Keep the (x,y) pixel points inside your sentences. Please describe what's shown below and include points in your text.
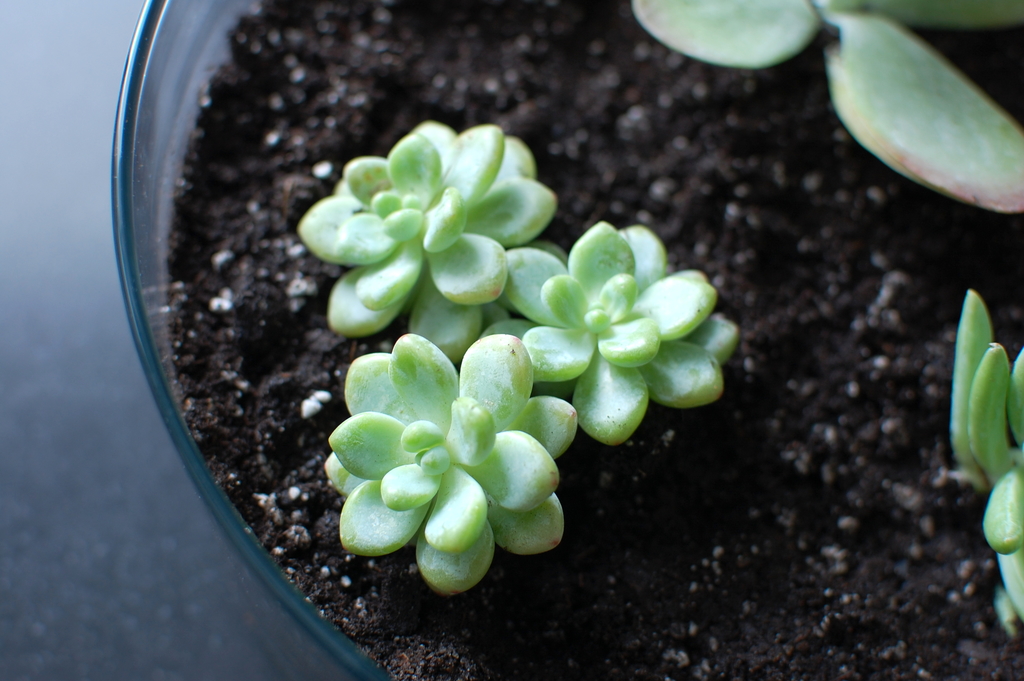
In this picture we can see a bowl (326,651) on a platform (219,528), in this bowl (221,510) we can see soil (502,568) and plants (622,408).
